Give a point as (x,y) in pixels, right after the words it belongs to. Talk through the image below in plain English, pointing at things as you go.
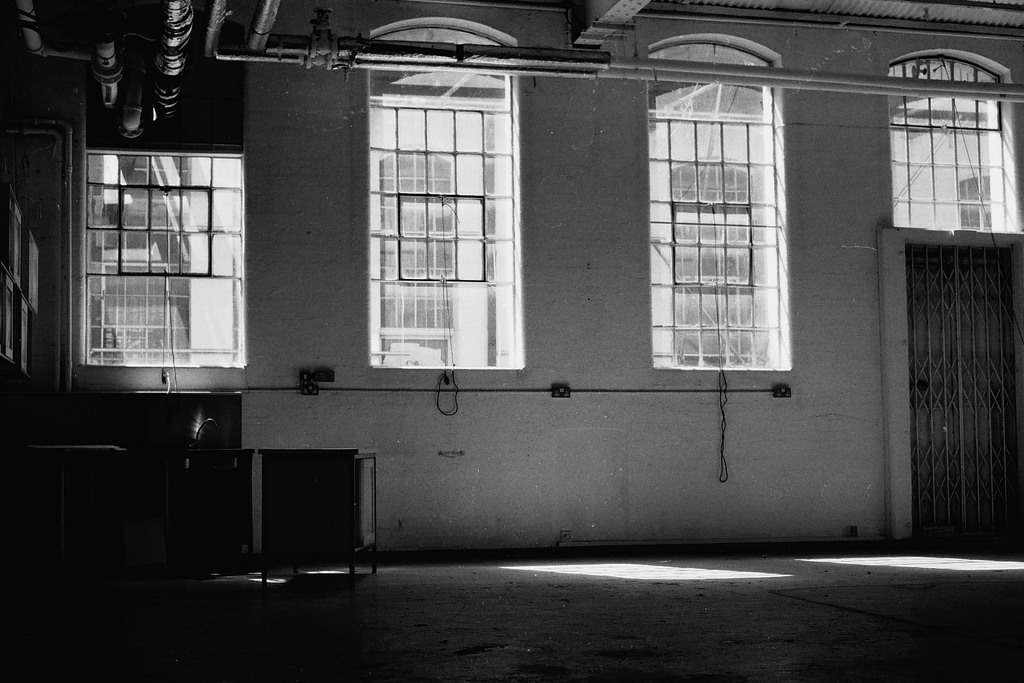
This image is taken indoors. This image is a black and white image. At the bottom of the image (569,634) there is a floor (677,653). In the middle of the image (567,298) there is a wall (811,124) with windows (417,221), a door (909,316) and grills (961,386). At the top of the image (851,11) there is a roof (885,15). There are few pipelines (168,69). On the left side of the image (224,456) there are two tables (228,467).
